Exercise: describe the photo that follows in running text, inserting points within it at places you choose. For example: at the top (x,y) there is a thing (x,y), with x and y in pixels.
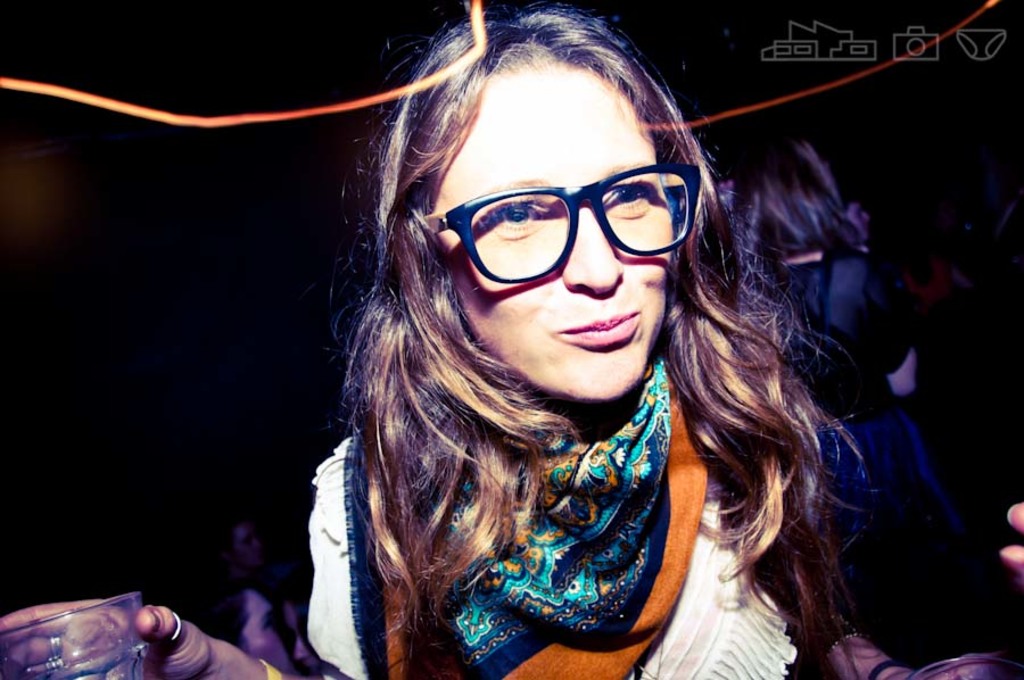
In the center of the image (623,440) we can see a person (659,511) is standing and she is wearing glasses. And we can see she is holding one object (129,611). On the right side of the image (823,374), we can see a few people (838,356). At the top right side of the image (869,55), there is a watermark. And we can see the dark background (252,322).
